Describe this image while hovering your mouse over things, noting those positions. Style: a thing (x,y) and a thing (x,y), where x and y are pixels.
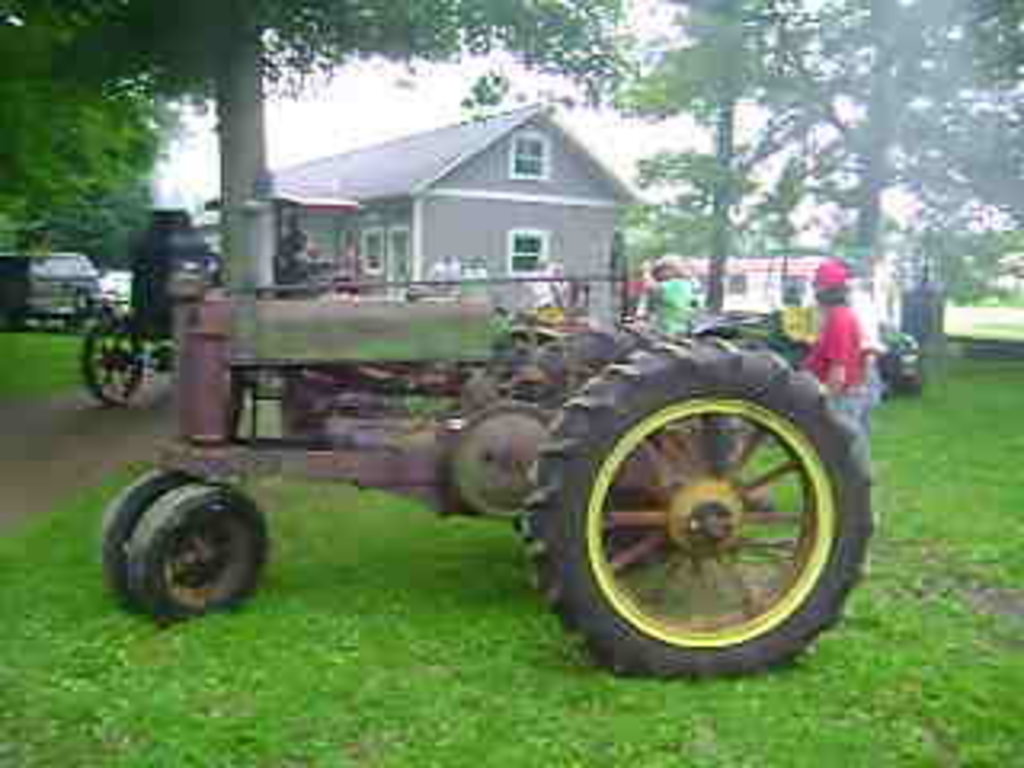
In this picture I can see there is a building (357,266) and there is a tractor (558,552) and trees (904,65) here. The sky (385,132) is cloudy.
